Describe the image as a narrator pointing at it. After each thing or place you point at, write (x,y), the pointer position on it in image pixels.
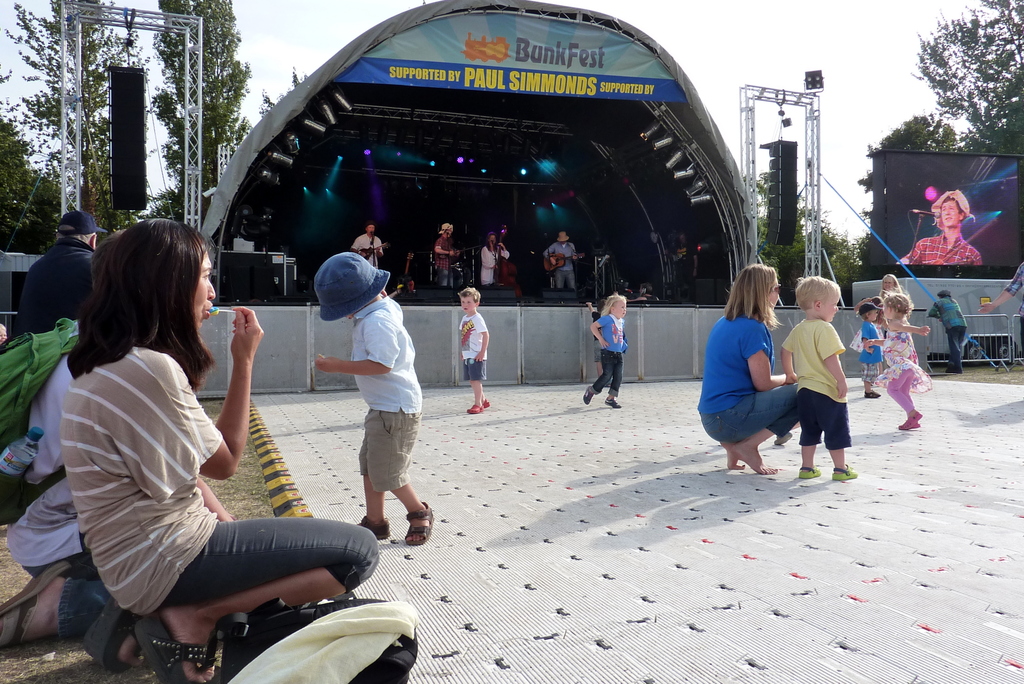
Here in this picture we can see number of children (821,377) standing and walking on the ground (501,425) over there and we can also see people (168,341) standing and sitting over there and in the middle (519,297) we can see a stage (213,270), on which we can see a group of band (450,245) playing musical instruments (504,261) present in their hand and we can see microphones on the stage (539,248) and we can see speakers (784,163) on the frames (753,198) beside that, we can also see a digital screen (1018,225) on the right side (917,204) and behind that we can see plants (55,172) and trees (36,210) present all over there.
